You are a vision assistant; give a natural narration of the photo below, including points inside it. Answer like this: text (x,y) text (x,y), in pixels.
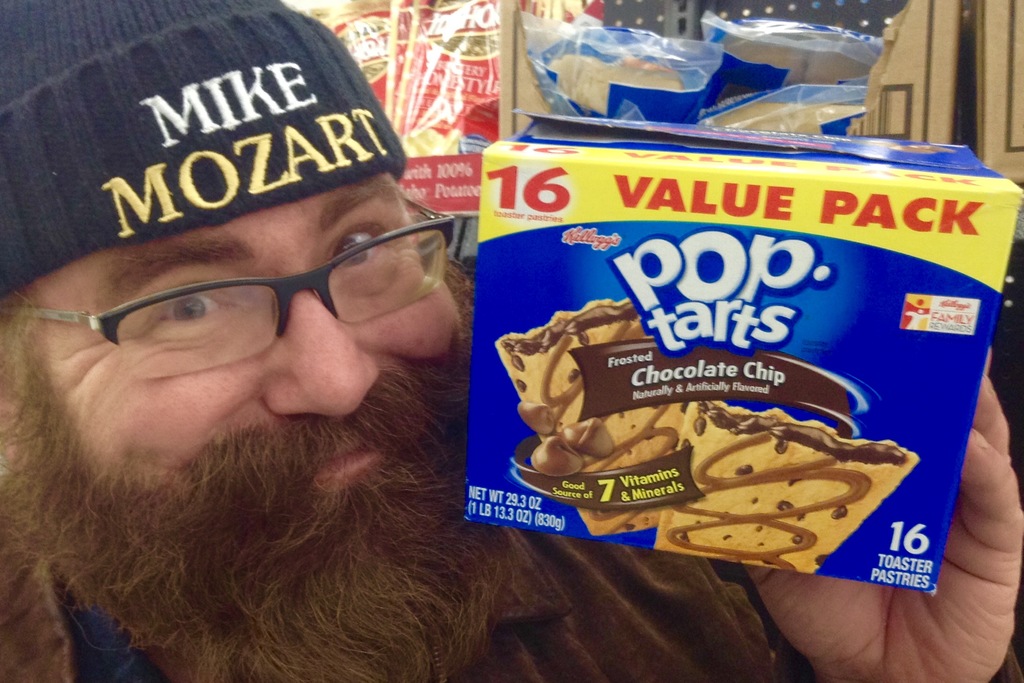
In this image we can see a person (273,421) holding a pack (744,468) of a chocolate chip (723,275). In the background (476,49) there are some objects (481,70).
